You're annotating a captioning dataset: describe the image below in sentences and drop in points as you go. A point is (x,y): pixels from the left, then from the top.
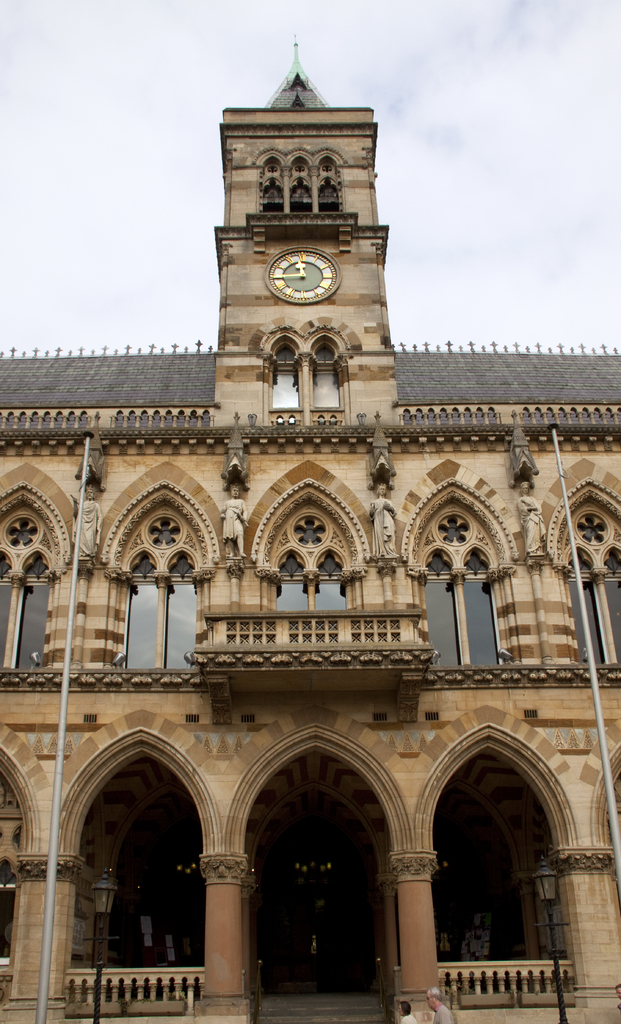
In this image I can see a building (299,657), few poles (52,952), few windows (291,558), few sculptures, a clock (291,265) and here I can see few people (402,1015). I can also see few lights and in the background (156,177) I can see the sky (440,123).
